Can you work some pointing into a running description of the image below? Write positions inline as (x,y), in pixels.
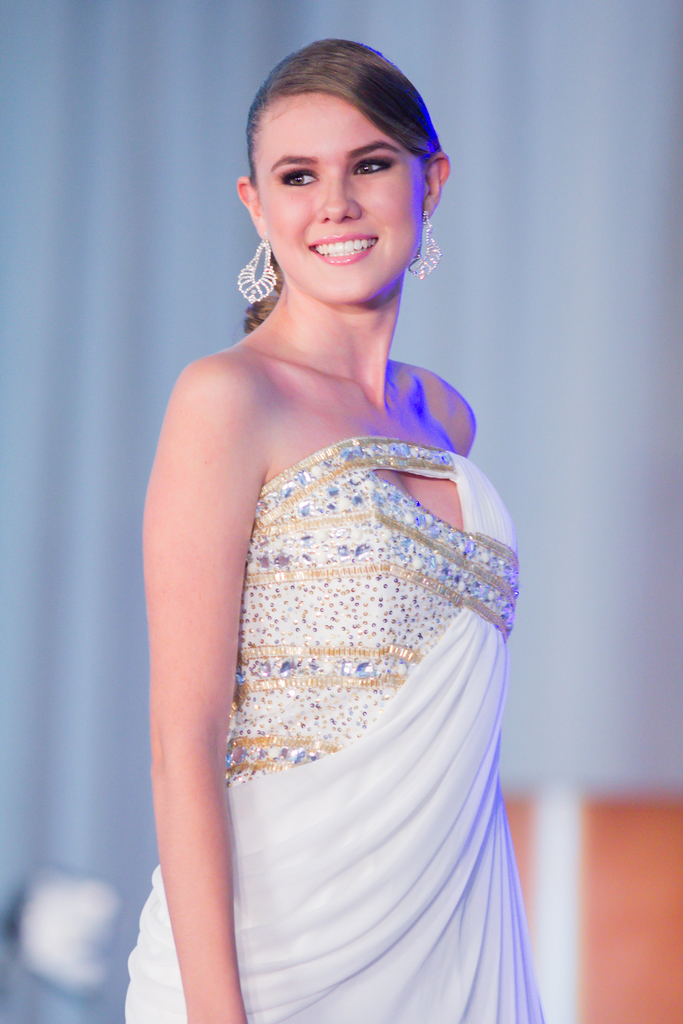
In the picture we can see a woman (497,774) standing in the white dress (405,774) and smiling and behind her we can see the white curtain (639,780).
